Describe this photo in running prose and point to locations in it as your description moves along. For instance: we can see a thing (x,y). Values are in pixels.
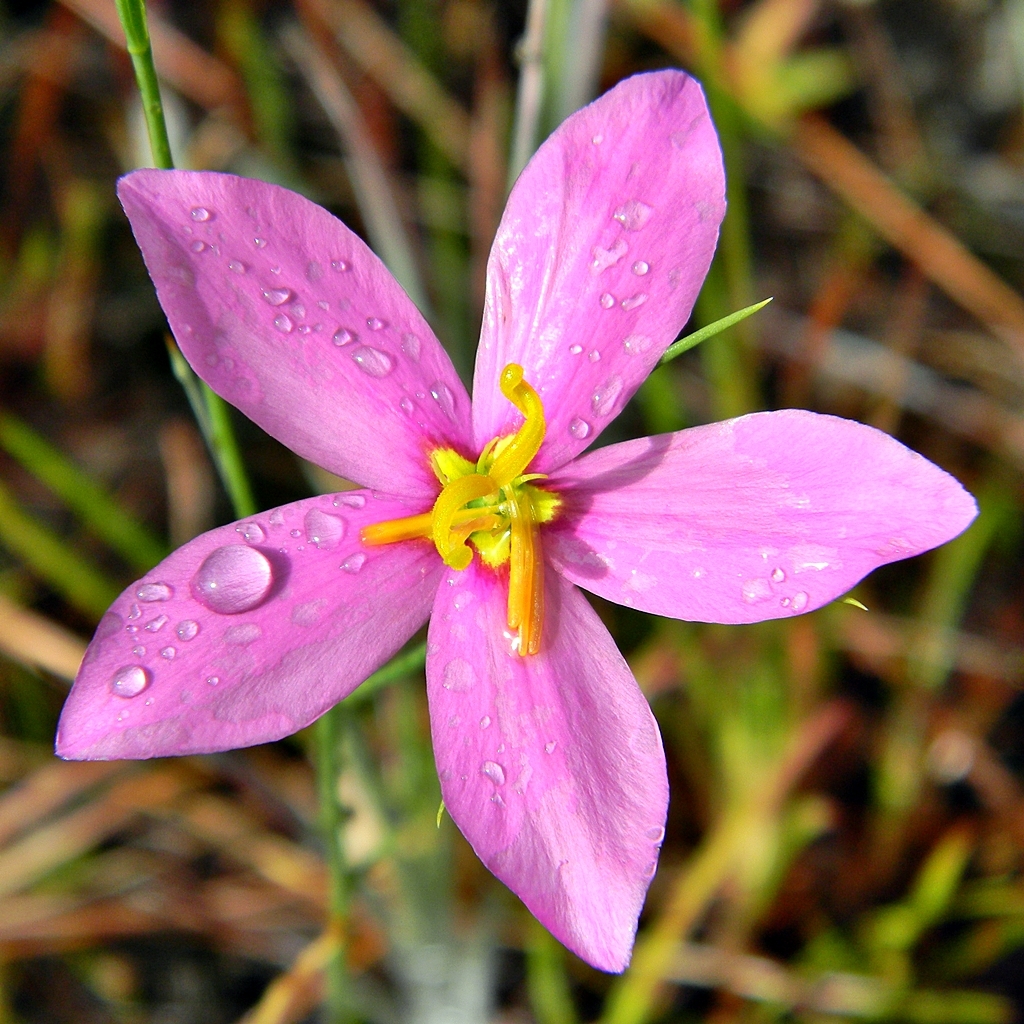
In the picture I can see a pink color flower (287,581) and the background of the image (783,655) is blurred.
